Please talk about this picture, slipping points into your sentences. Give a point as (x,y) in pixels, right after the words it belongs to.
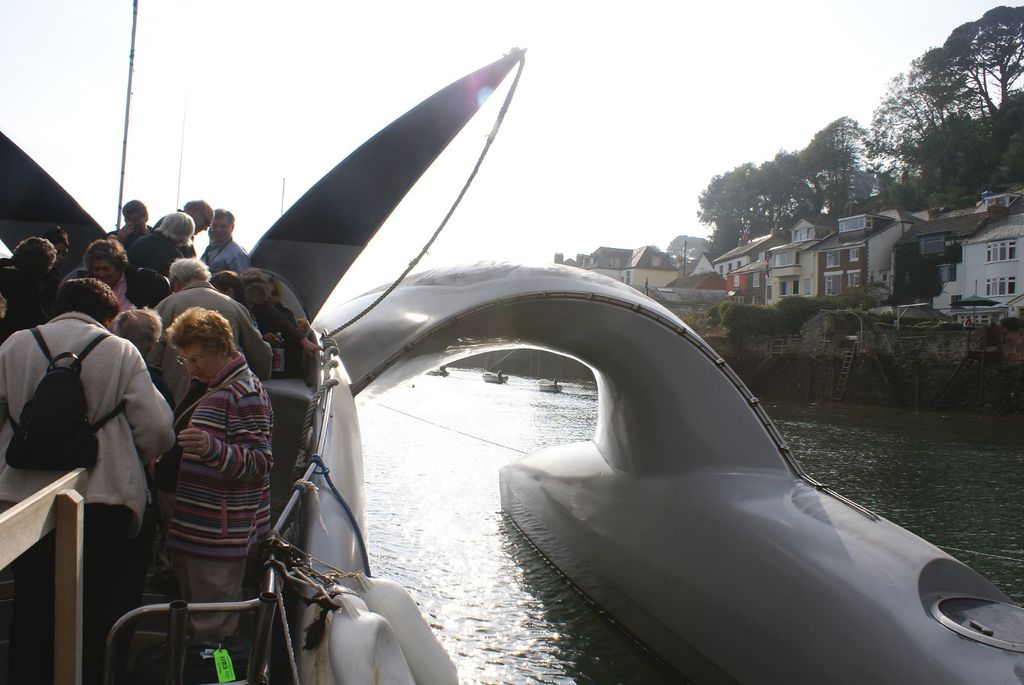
In the image there is a boat (277,391) on the water (463,372). On the left side of the image (205,360) there are few people (148,406) in the boat (281,523). And also there are railings (175,620), ropes (289,651) and tubes (337,639). And also there is a wooden object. Behind that there are three more boats (500,376) on the water (466,384). Behind them there is a wall (914,355) with ladders (774,347). And also there are houses (835,252) with walls (976,280), roofs (1019,224) and windows (992,255). Behind them there are trees (906,119). At the top of the image (589,97) there is sky (417,84).
